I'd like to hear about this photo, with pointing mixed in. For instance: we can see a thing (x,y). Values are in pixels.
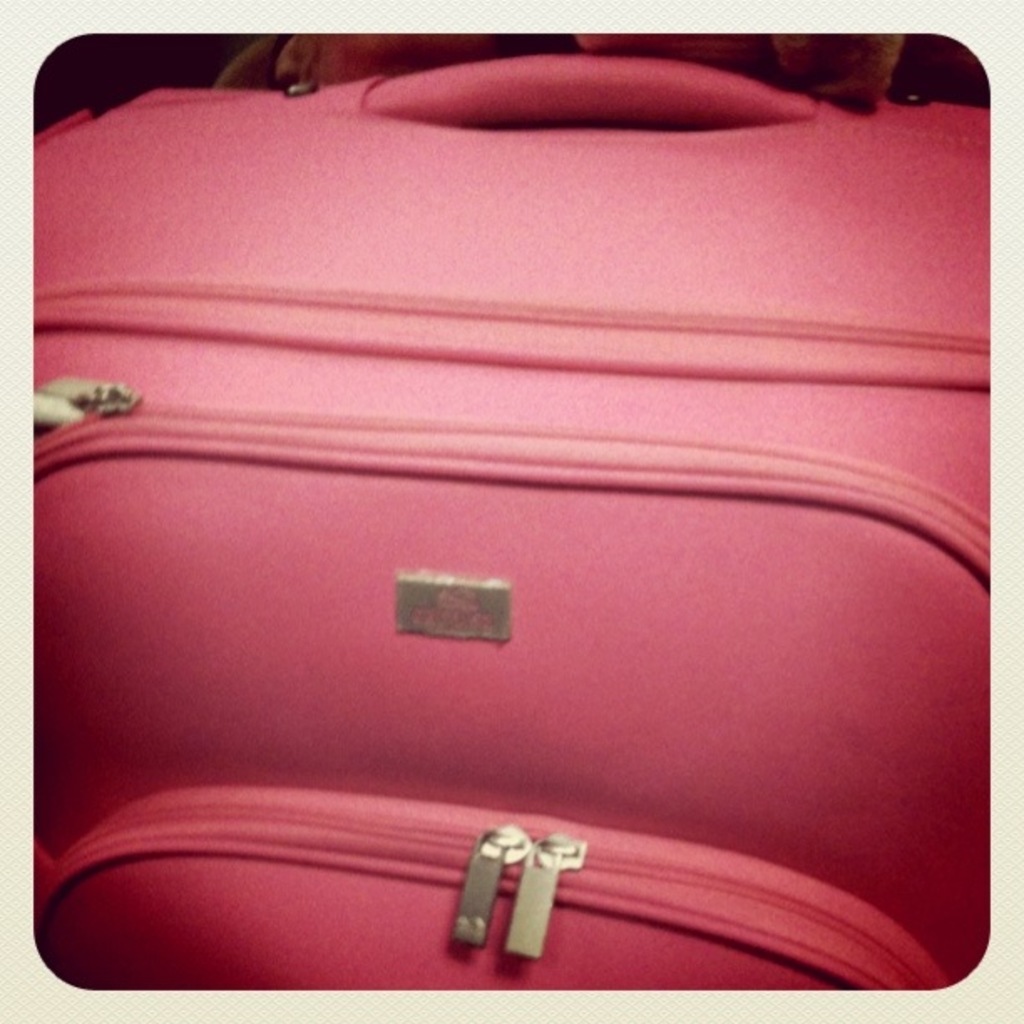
In this image there is one suitcase (444,473) that is pink in color.
